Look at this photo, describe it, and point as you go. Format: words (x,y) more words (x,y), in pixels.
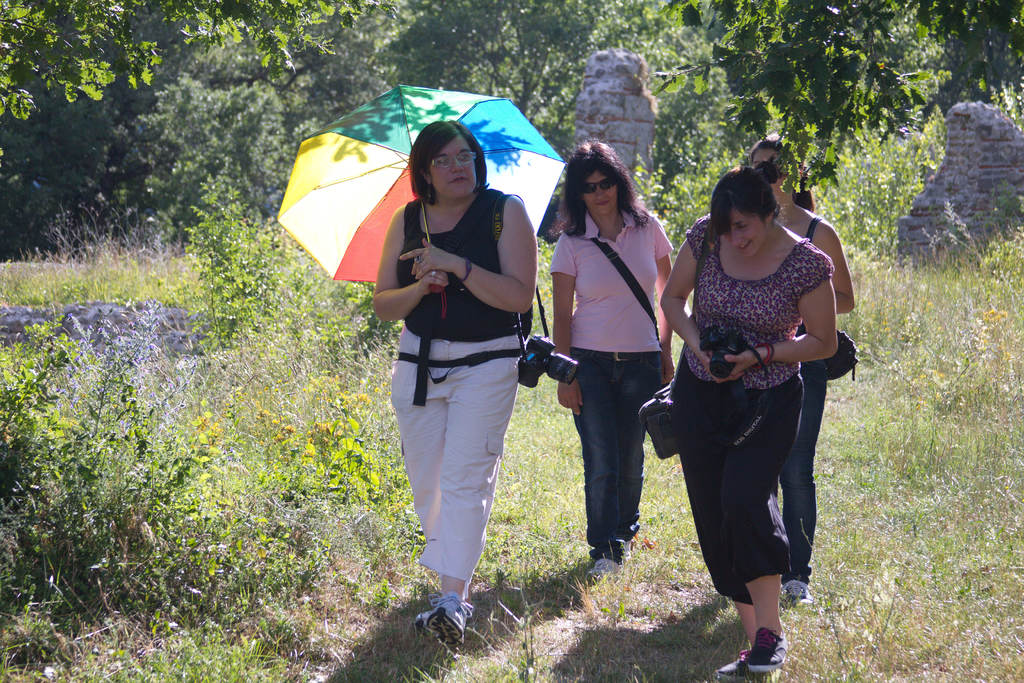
In this image in the center (660,378) there are some people (505,338) who are walking and one woman (444,359) is holding an umbrella (372,188) and one woman (708,474) is holding a camera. In the background (234,112) there are some trees (234,130) and at the bottom (551,614) there is grass (897,497).
